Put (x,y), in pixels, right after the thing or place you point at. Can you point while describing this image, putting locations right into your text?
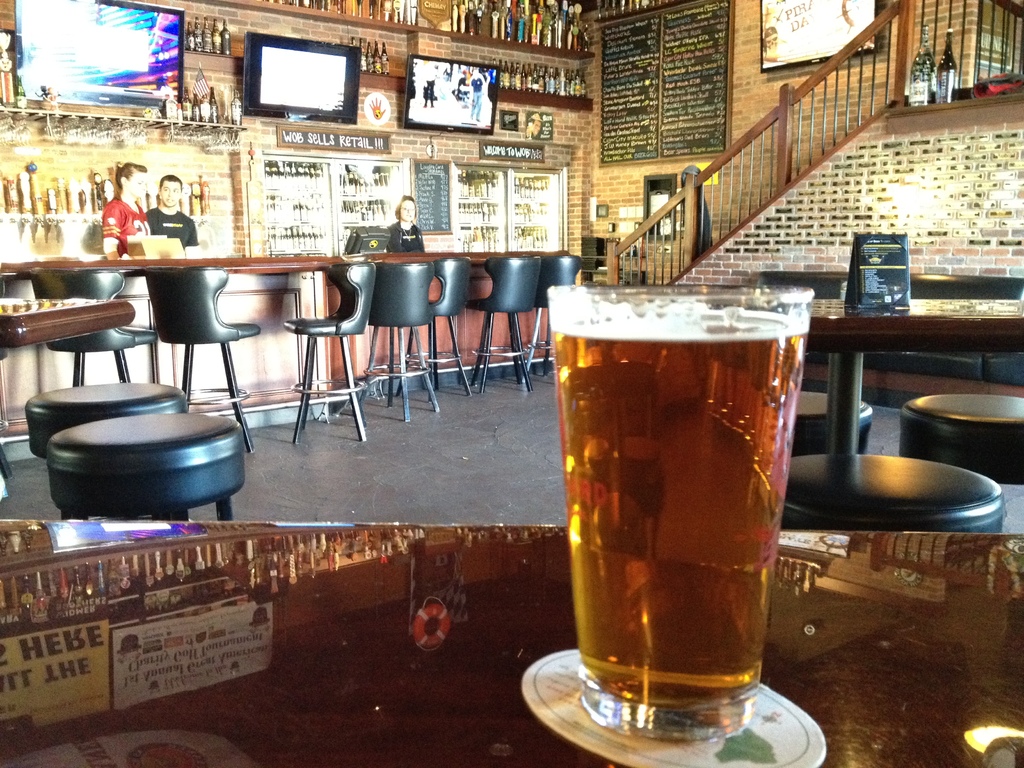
In this picture there is a glass (590,542) with some drink (662,536) placed on the table (504,641). There are some stools (144,404) and chairs (200,303) in front of a desk (478,278). And there are some people (118,242) standing behind the desk (100,262). There is a railing (685,219) here. In the background (473,96) there are some televisions (291,85) attached to the wall (507,60) and a board (641,82) here.
